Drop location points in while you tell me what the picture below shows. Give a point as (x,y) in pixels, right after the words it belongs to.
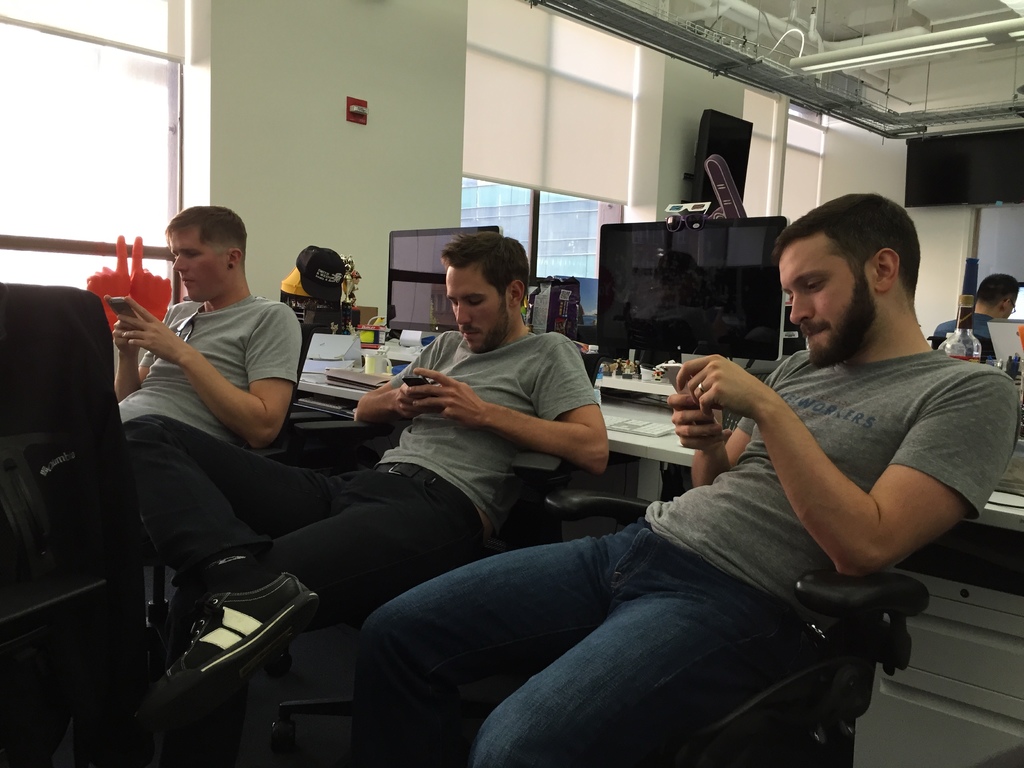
In front of the picture, we see three men (487,456) are sitting on the chairs (553,532). Three of them are holding mobile phones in their hands (169,342). They are looking into the mobile phone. On the left side (78,586), we see a chair (89,419). Beside that, we see a window (60,235). Behind them, we see a table (620,429) on which monitors (608,274), keyboards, bag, and cap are placed. Behind that, we see a bottle (953,351) and a man (997,300) in blue shirt (978,323) is sitting on the chair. In the background (565,219), we see a wall (362,152), window (559,234) and a television (717,134). At the top of the picture (858,72), we see the roof (839,72) of the room.
